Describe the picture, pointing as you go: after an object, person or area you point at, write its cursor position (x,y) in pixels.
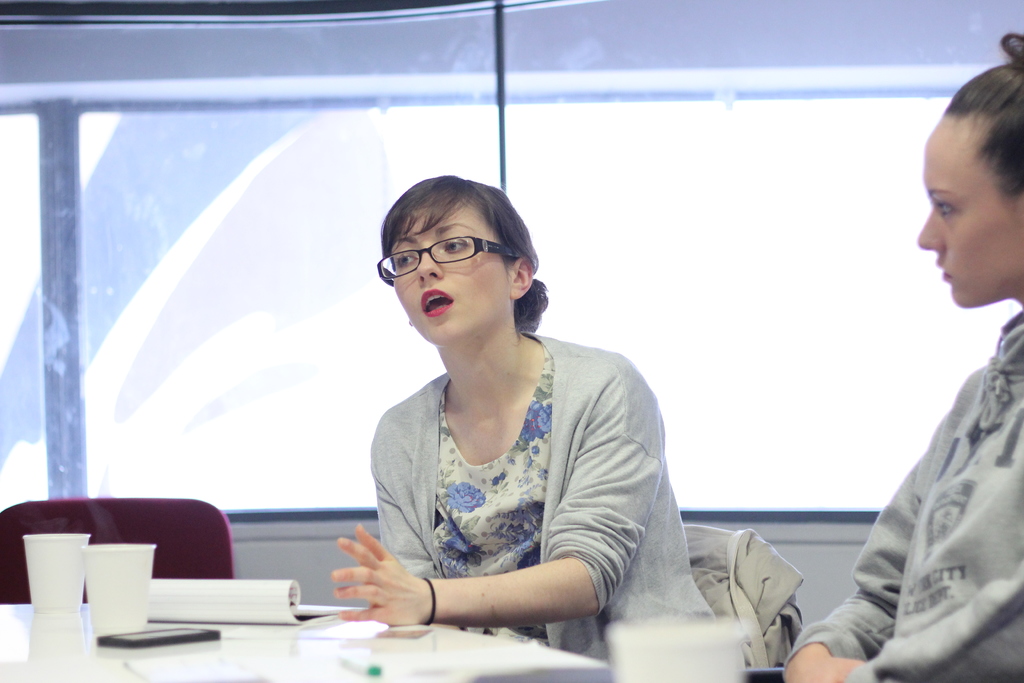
In this image, there are two persons (1003,574) sitting on the chairs (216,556). At the bottom of the image (68,572), I can see the cups (105,578), a book (307,618), mobile (164,639) and few other things (501,679) on a table (267,635). In the background (98,287), I can see a glass window (701,121).
